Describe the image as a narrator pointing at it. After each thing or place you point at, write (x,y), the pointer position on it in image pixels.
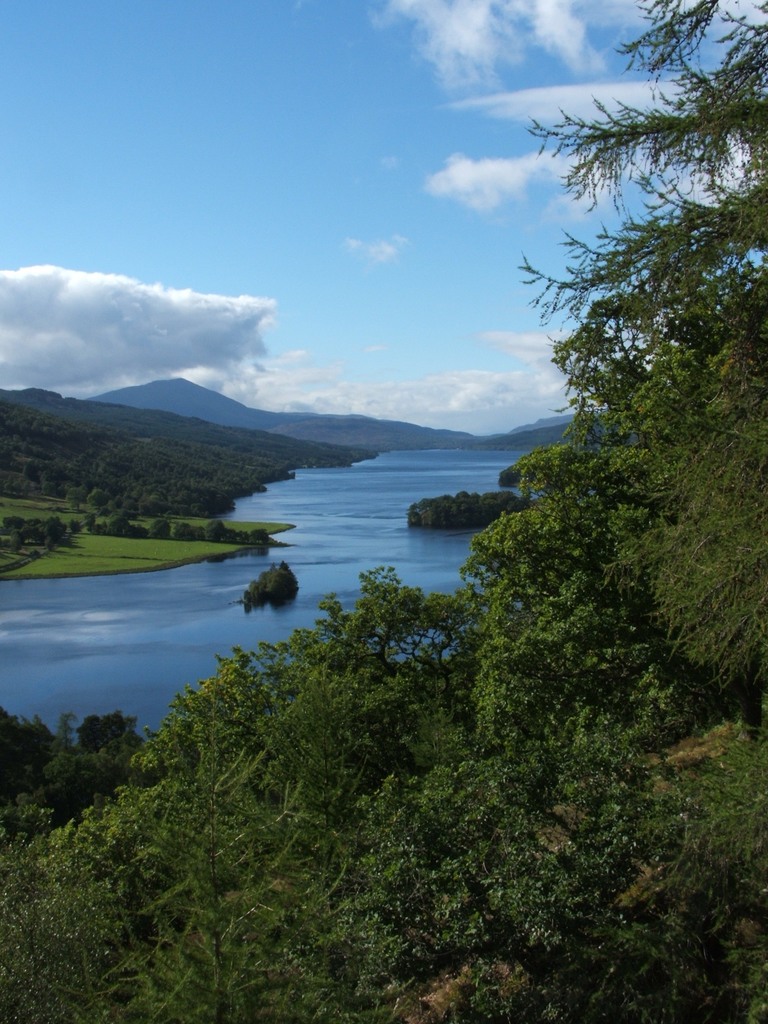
In the center of the image (347,503) there is a river (176,584). In the background of the image (317,435) there are mountains (322,431), trees (97,437). At the bottom of the image (412,802) there are trees (676,900).
